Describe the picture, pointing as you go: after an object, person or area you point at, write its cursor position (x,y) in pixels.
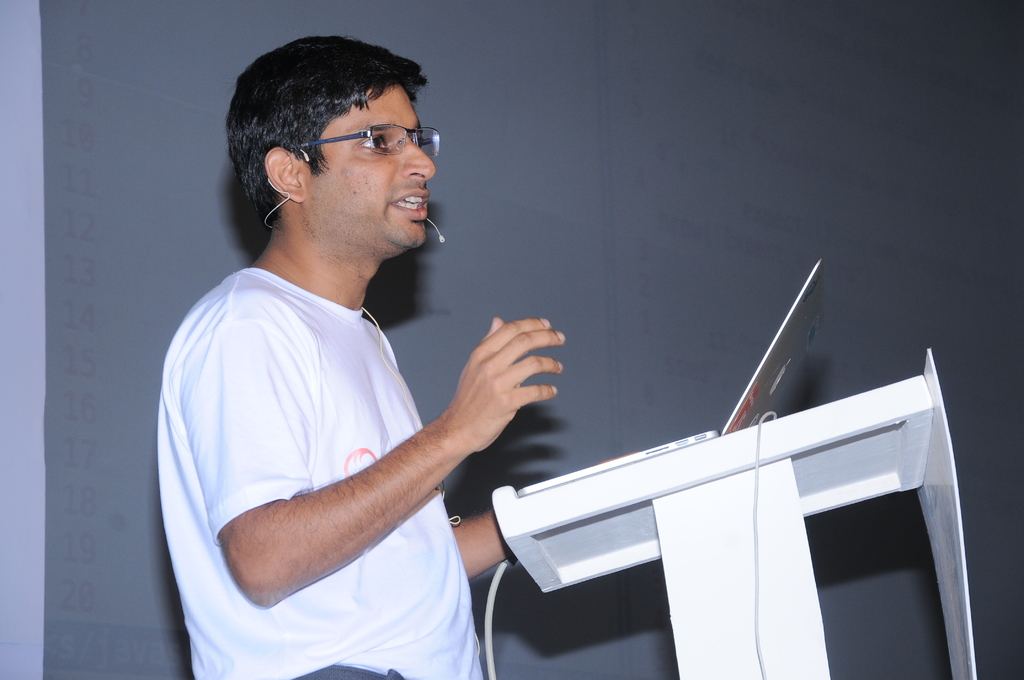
In this image there is a man (304,479) who is wearing the white t-shirt (318,404) is speaking in the mic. In front of him there is a podium (727,483) on which there is a laptop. In the background (702,91) there is a wall (702,91).
